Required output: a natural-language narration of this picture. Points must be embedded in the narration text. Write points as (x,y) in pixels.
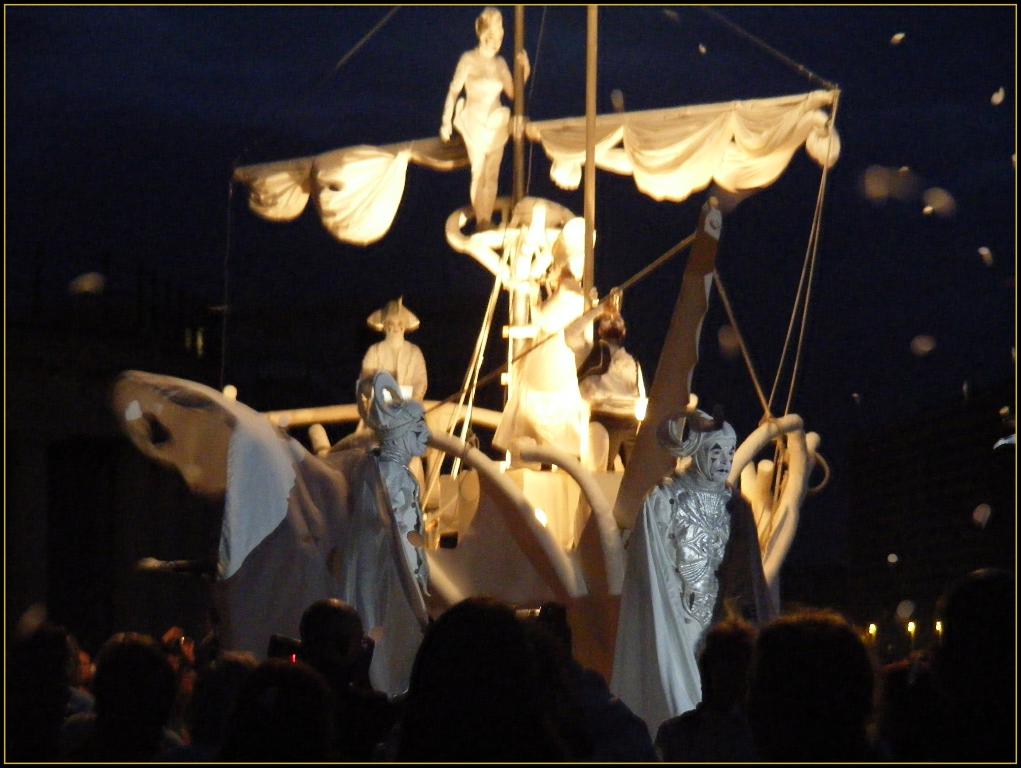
In this image there is a model (668,174) of the ship (686,345) with sculptures (486,40), rods (517,18), poles (519,344) and lights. At the bottom of the image (140,698) there are few people (476,645). There is a black color background (534,102).
